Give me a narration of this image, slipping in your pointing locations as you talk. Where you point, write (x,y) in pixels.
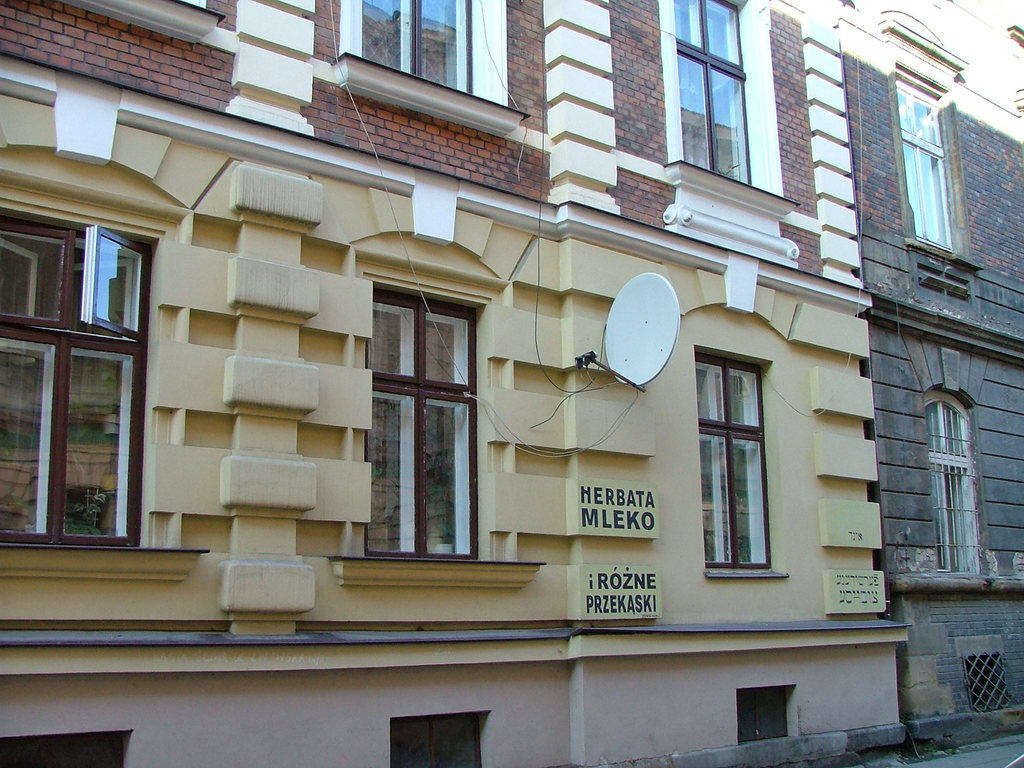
In the image there are buildings (682,240) with brick walls (515,164), glass windows (399,25) and on the walls (857,482) there is something written on it. And also there is a dish TV antenna (623,350) on the wall (612,378).
